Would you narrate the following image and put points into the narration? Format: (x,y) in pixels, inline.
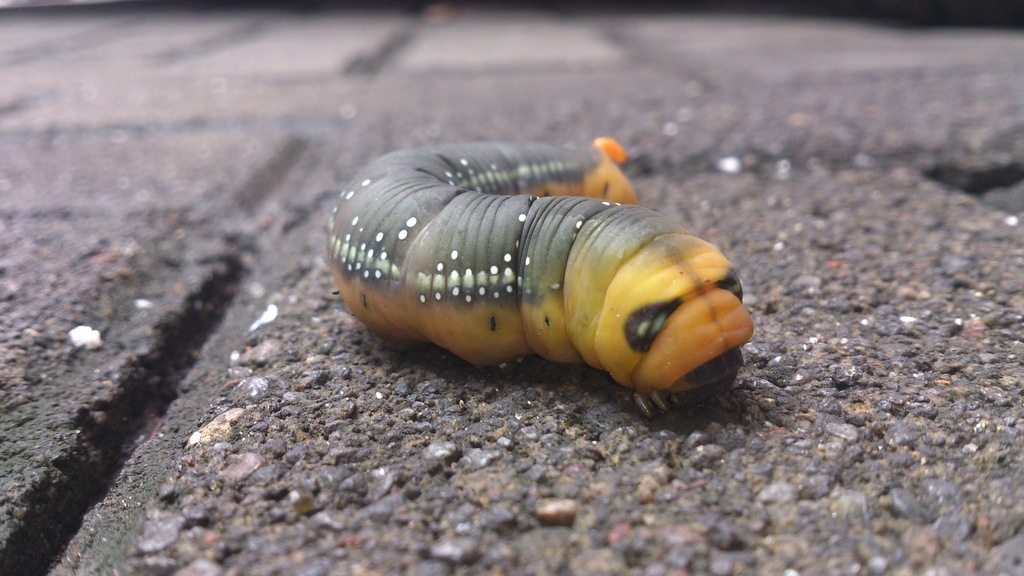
In this image I see an insect (546,208) which is of black, white, orange and yellow in color and it is on the surface (999,285) and I see that it is blurred in the background (627,82).
